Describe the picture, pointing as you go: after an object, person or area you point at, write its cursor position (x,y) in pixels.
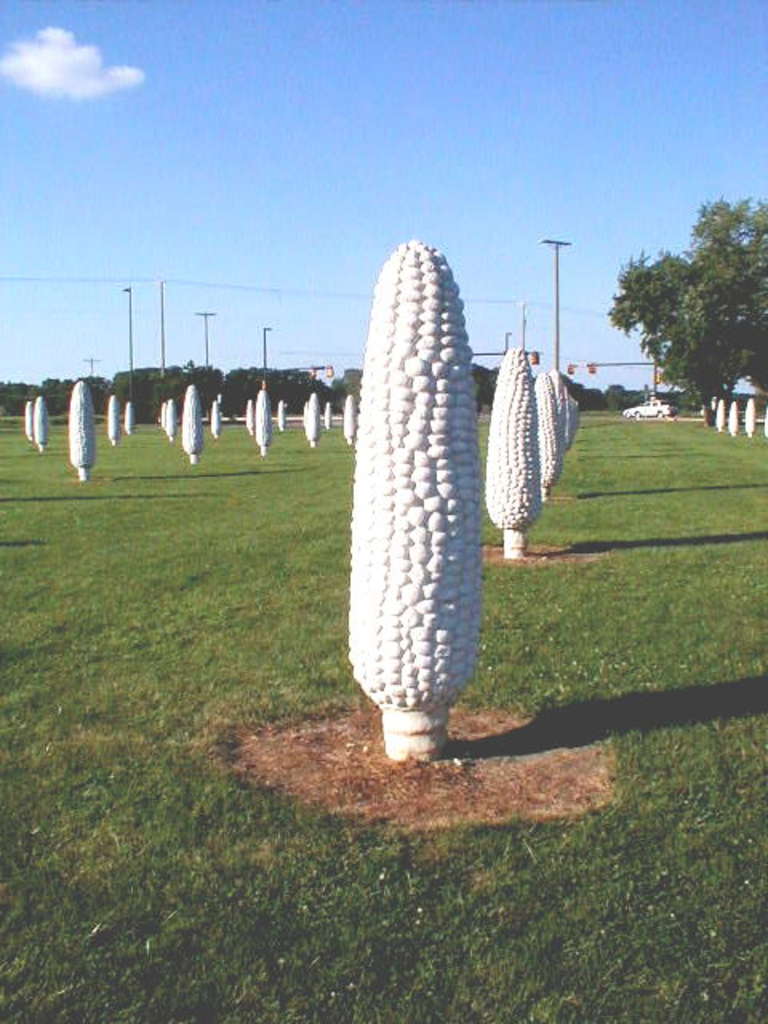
In this image I can see the statues of corn (446,471) which are in white color. These are on the ground (401,839). In the background (623,407) I can see the vehicle (635,417), trees (767,365) and many poles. I can also see the clouds (34,60) and the sky (296,118) in the back (311,129).
